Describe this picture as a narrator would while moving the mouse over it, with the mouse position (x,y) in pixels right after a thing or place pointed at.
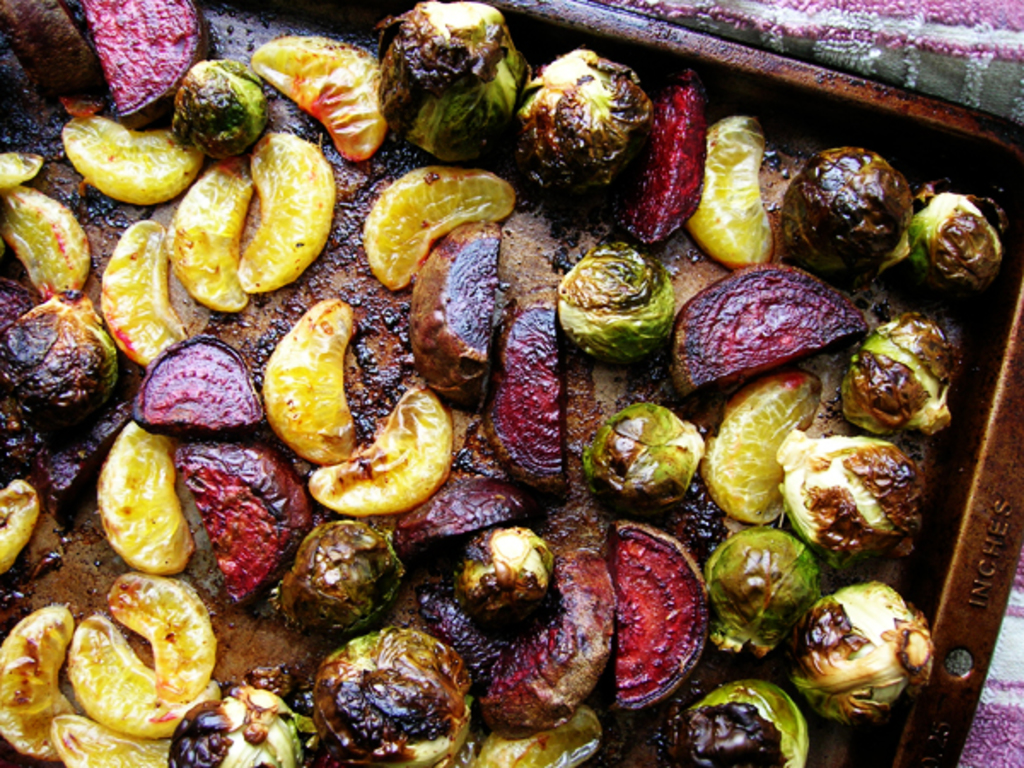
In the foreground of this image (160,387), there are vegetables (191,83) and fruits (195,262) on a tray (987,437) and a cloth (954,50) in the background (960,47).
